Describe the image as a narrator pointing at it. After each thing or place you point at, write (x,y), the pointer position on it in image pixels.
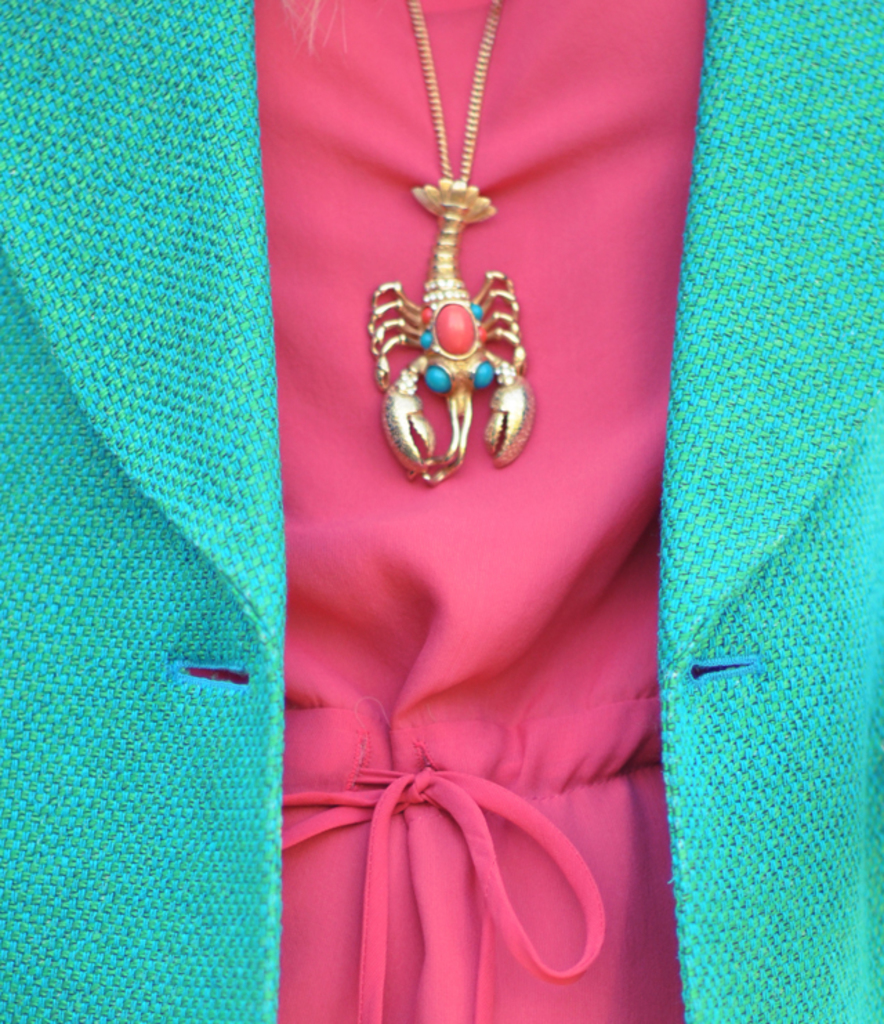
In the foreground of this image (406,877), there is a pink dress (535,667), green coat (189,587) and a lobster pendant (464,194).
